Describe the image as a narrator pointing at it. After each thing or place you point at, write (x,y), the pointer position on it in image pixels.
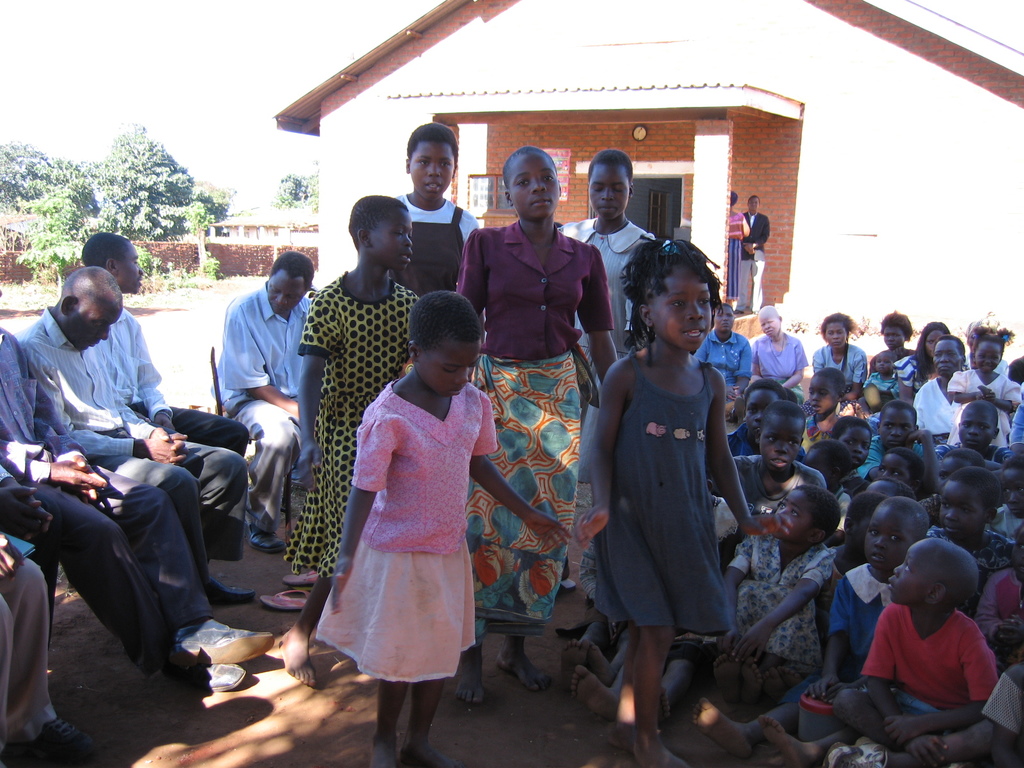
In the image there are a lot of people (626,477), on the right side (767,575) many of them were sitting on the floor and few people (529,277) were standing in the middle (510,466). Behind the people (417,136) there is a house (821,122) and on the left side (18,167) there are few trees (169,230).
